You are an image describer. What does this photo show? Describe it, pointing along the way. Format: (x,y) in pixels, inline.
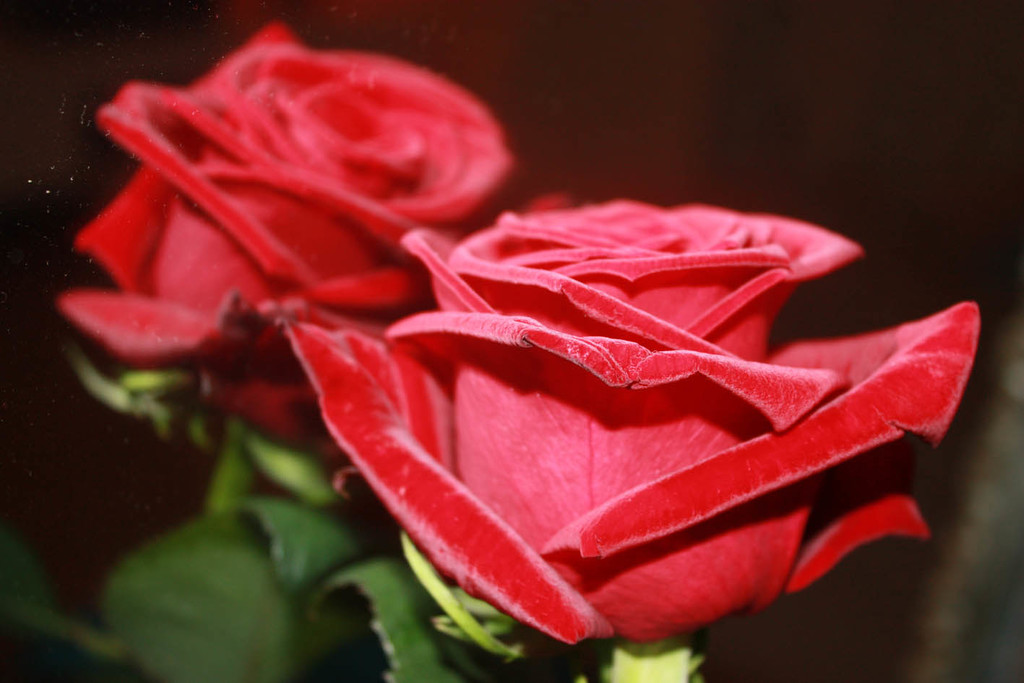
In this image I can see two flowers (524,378) which are red in color and I can see few leaves (268,535) which are green in color. I can see the black colored background (650,22).
